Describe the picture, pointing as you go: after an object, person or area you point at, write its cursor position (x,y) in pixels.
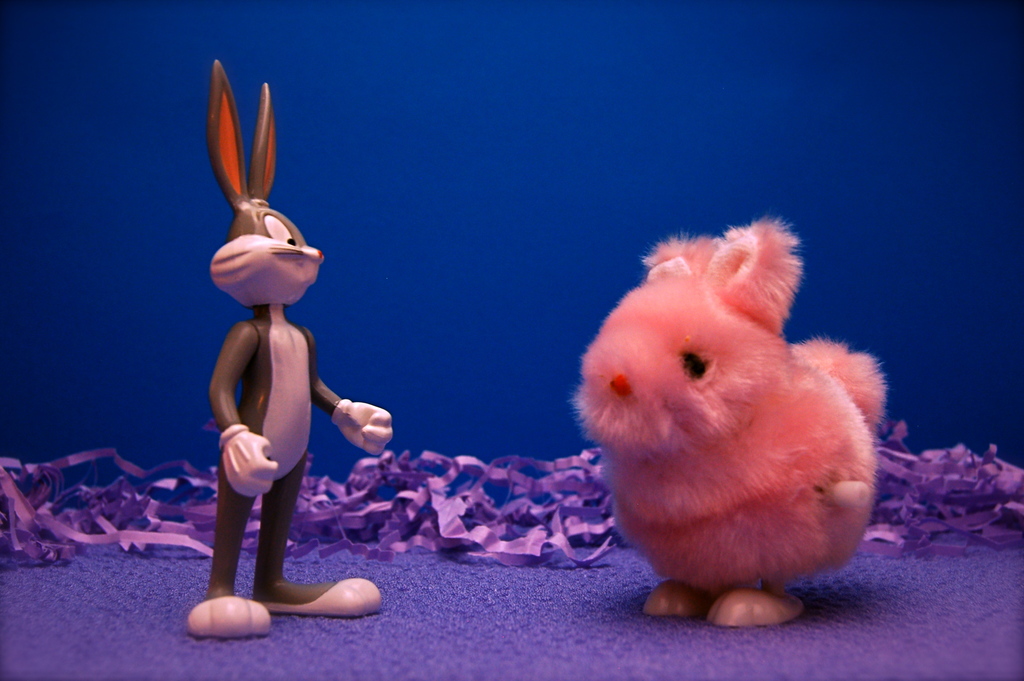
In the image there is bugs bunny (231,591) and a rabbit (672,508) on the floor (411,630) and behind there are ribbons (480,526).
